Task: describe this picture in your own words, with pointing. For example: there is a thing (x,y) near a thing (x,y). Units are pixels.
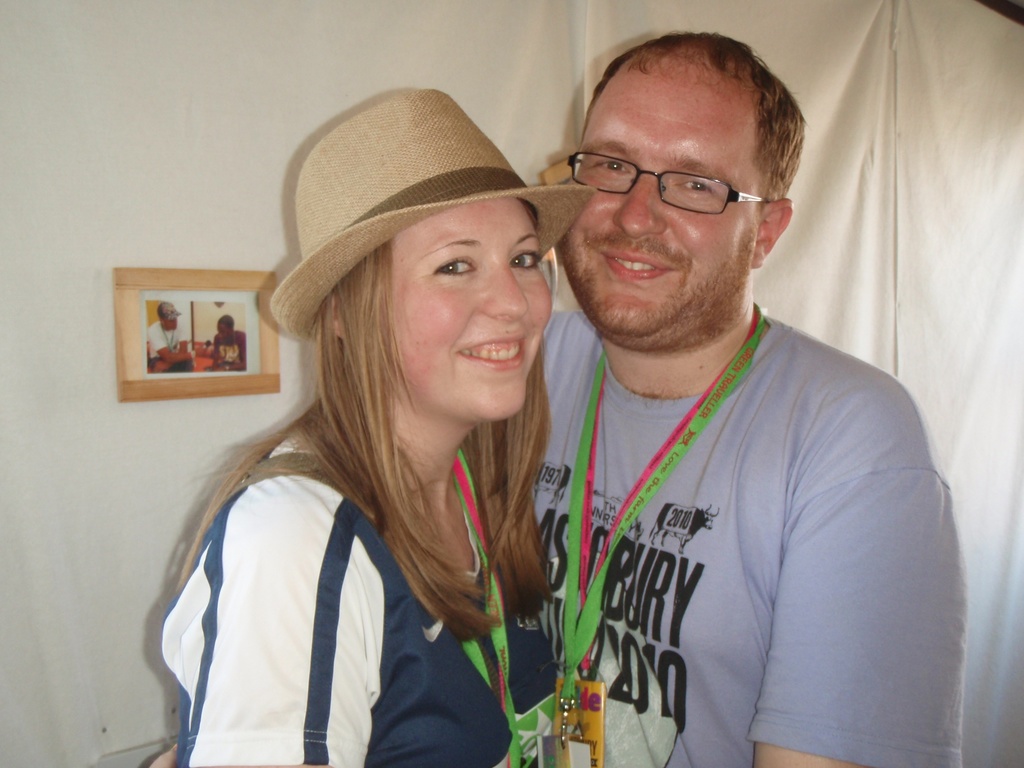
In this image there are persons (665,551) standing in the front (598,578) and smiling. In the background (909,211) there is a frame (170,301) on the wall (177,255) and there is a white colour curtain (923,209).
